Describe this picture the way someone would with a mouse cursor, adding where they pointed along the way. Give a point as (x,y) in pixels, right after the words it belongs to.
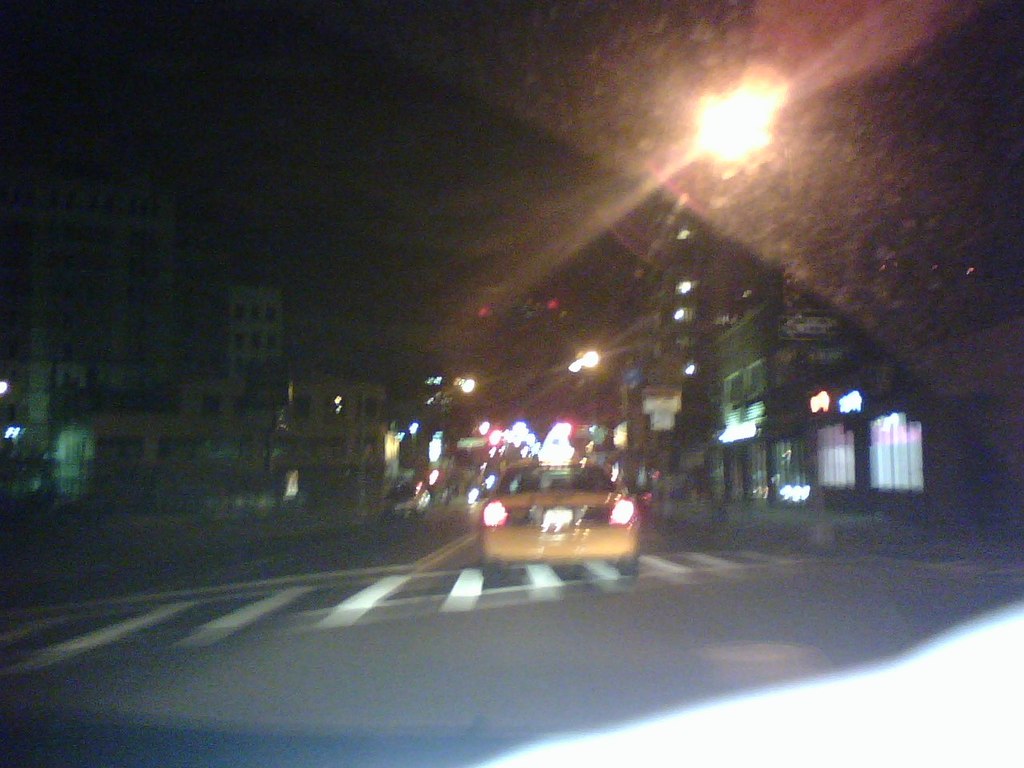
In this image I can see the picture through the windshield (427,566) of the car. I can see a yellow colored car (571,501), few other vehicles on the road (399,614), few buildings (173,381) on both sides of the road (390,624), few lights (432,385) and in the background (483,132) I can see the sky (379,145).
